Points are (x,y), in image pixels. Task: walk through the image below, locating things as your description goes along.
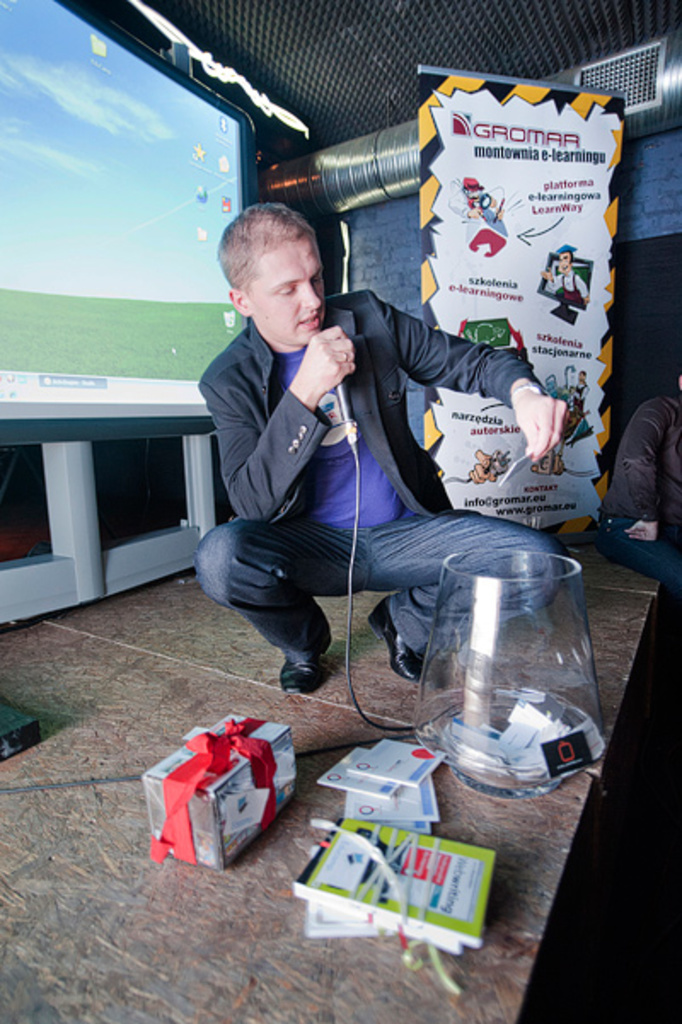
A person (224,450) is in a crouch position and is holding a mic (345,407) and some other thing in the hand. In front of him there is a bowl (532,685). Inside that there are many papers (508,742). Near to that there are many books (345,841) and a gift (223,785). In the back (508,247) there is a banner (521,222). On the left side (150,362) there is a television (91,330). In the background (385,229) there is wall (389,251).
